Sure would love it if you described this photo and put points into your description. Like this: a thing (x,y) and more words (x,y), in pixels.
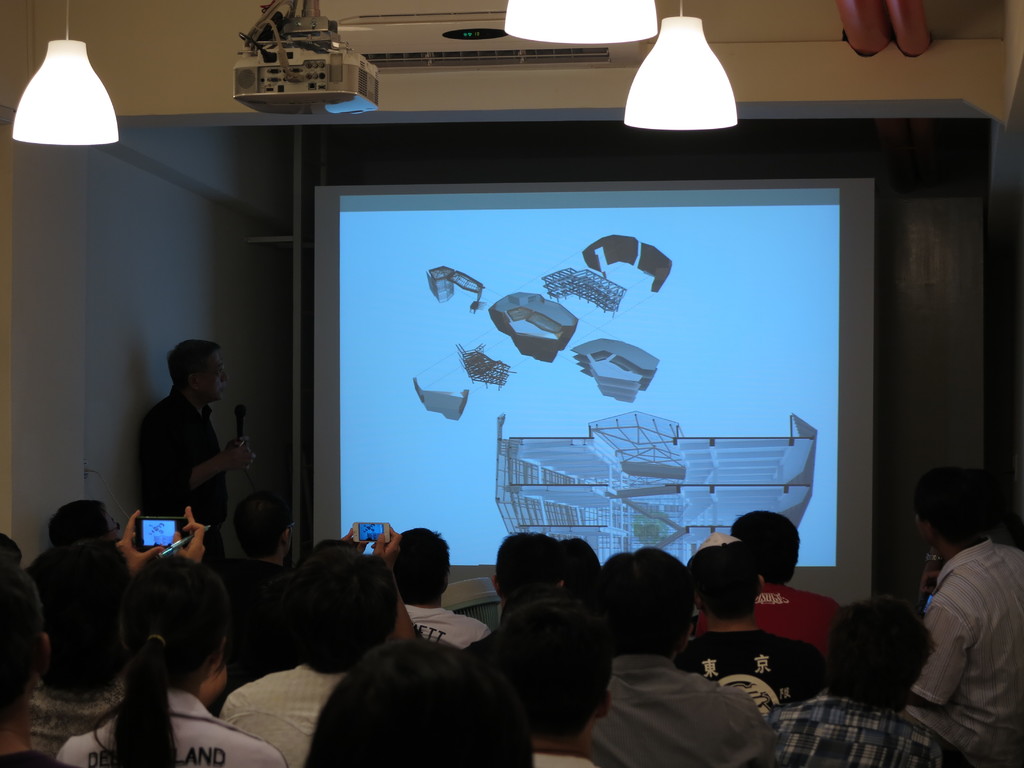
In this image we can see a projector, screen (441,254), lights (523,25), air conditioner (512,55) and people (525,635).
